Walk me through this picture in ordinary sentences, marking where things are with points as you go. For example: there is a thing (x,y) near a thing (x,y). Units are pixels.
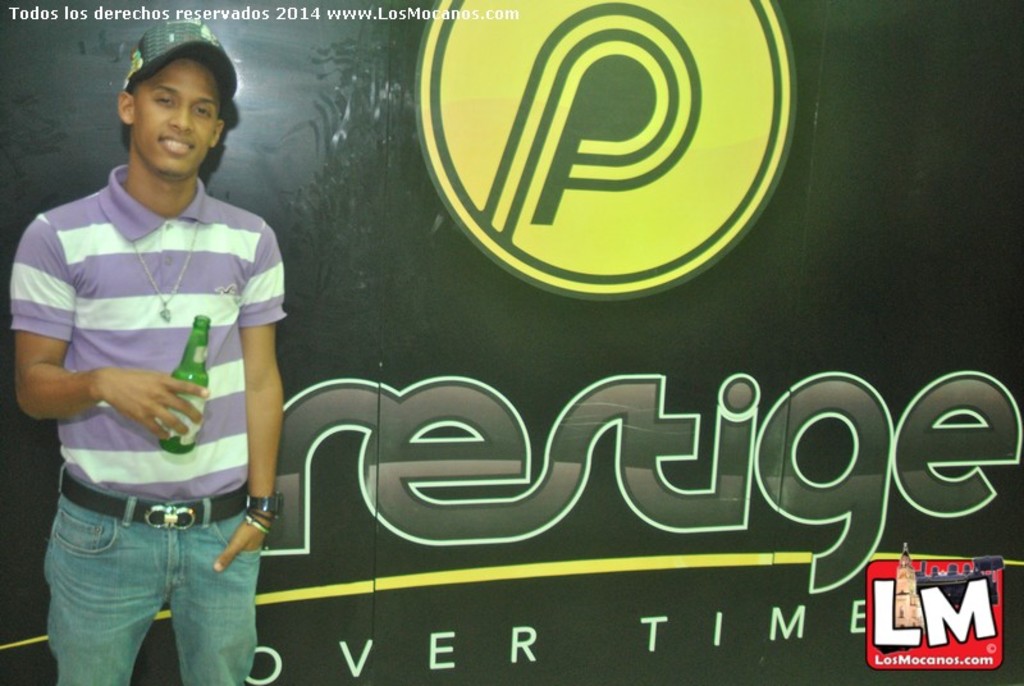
In the left (161,63), a person (219,92) is standing and holding a bottle (190,397) in his hand (170,394) and having a smile on his face (181,152). The background (429,309) is black in color. At the bottom (883,633) logo (999,568) is visible. This image is taken inside a studio (422,593).
